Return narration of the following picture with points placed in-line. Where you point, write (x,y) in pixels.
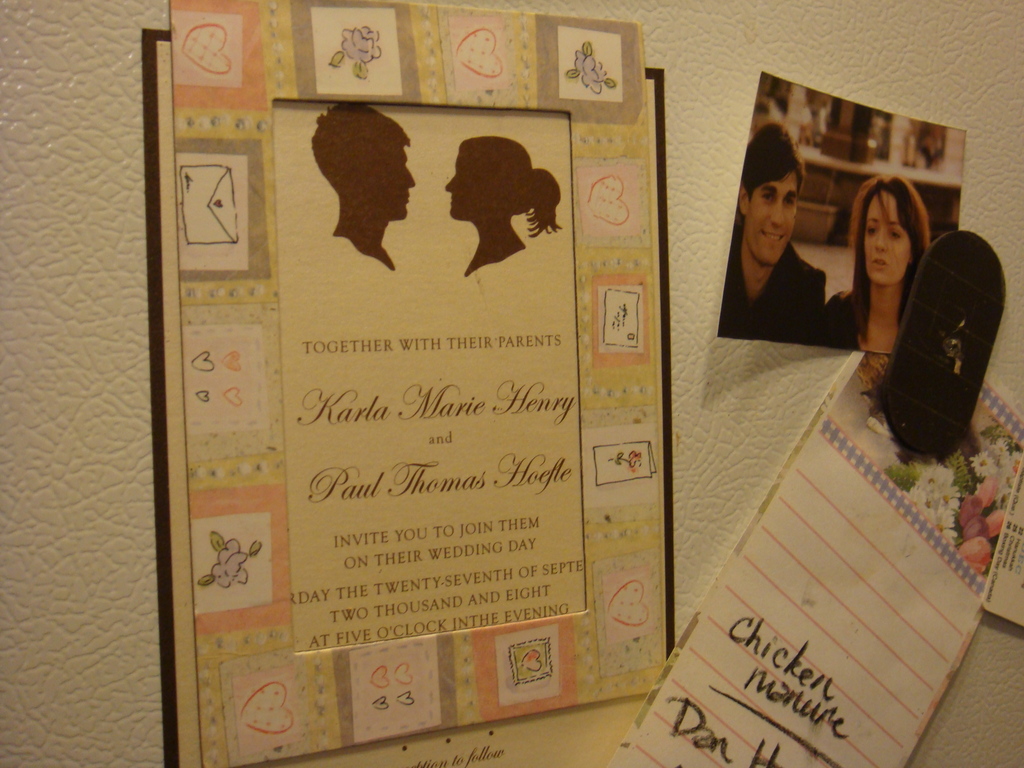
In the picture there are posters (471,181) of two names (468,414) were made on a frame (243,456) and beside that there is a paper piece (836,484) and a photo (806,343). They are kept one beside another and some object (900,373) is placed on both of them.
